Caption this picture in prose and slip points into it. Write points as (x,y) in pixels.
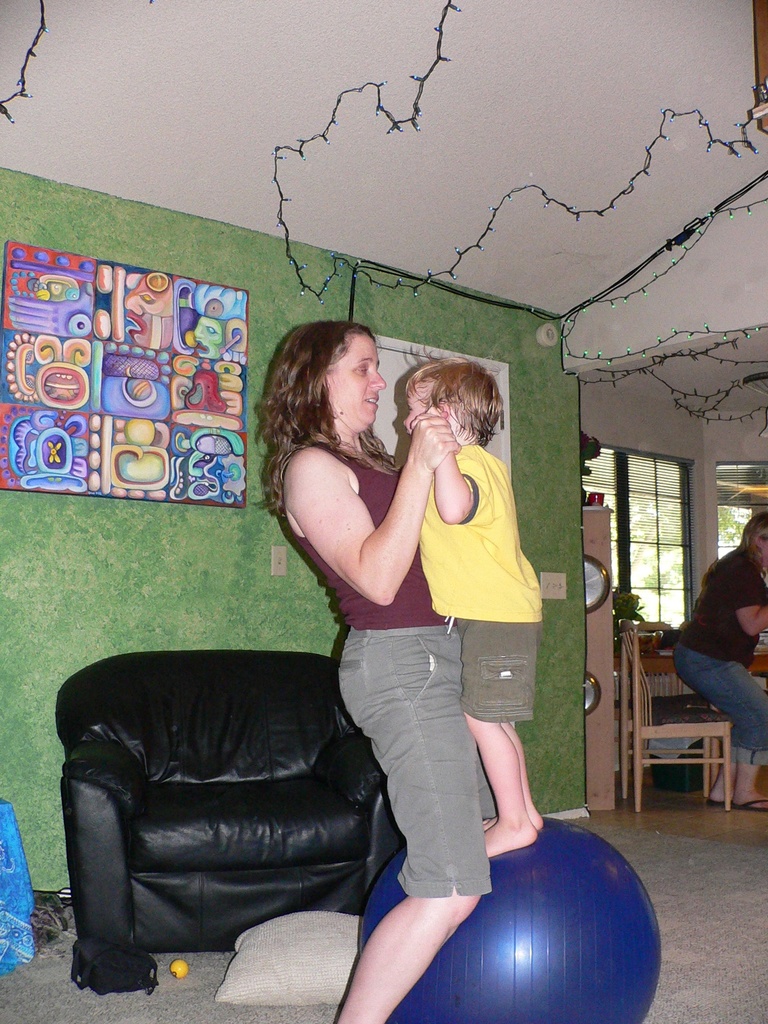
At the top (384,105) we can see ceiling (461,85) and it is decorated with lights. Here we can see frames (227,306) over a wall (153,522). We can see windows (680,531). We can see one woman (374,547) holding a kid (477,420) in her hands (439,438) This is a ball (554,909) on the floor (695,943). Here we can see a chair (203,778) in black colour. This is a cushion (280,964) the floor (222,977). Here we can see one person (718,675) near to the chair (637,745).
